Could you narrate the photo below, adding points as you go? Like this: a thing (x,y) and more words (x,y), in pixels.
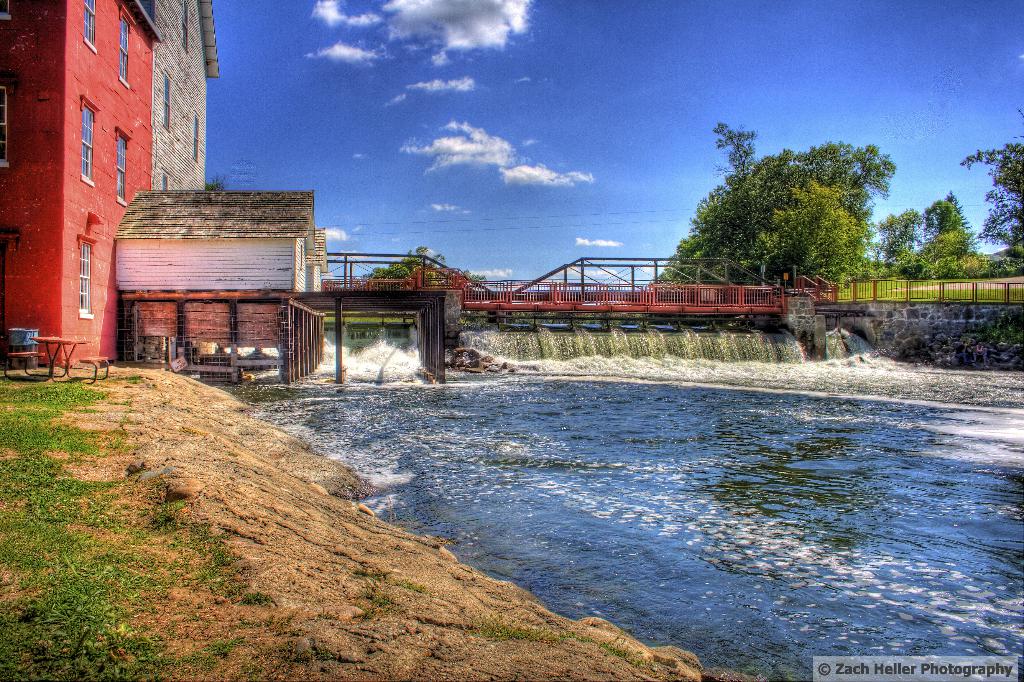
In the picture I can see water (637,514), grass (110,606), table (66,372), drum (34,336), bridge (378,307), house (1,354), fence (741,288), trees (979,269), stone wall (812,341) and the blue color sky (439,223) with clouds (573,181) in the background (468,16).
